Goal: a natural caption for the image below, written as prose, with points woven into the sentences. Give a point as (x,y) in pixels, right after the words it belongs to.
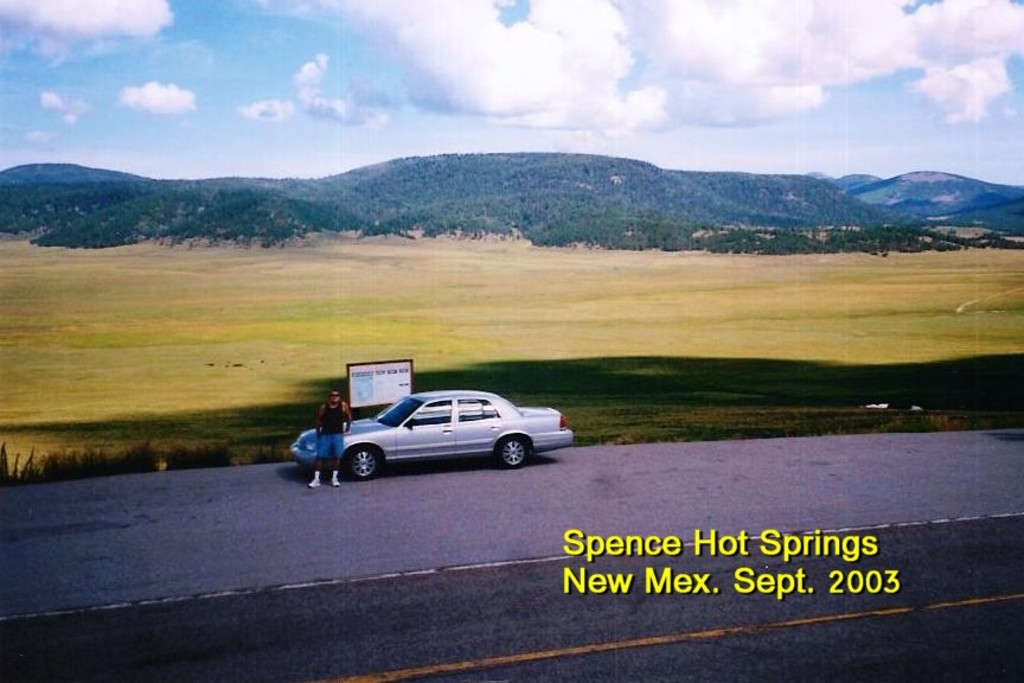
In this picture I can see a car (408,460) and a human (332,418) standing. I can see a board (364,389) with some text (361,375) and few trees (676,235), hills (614,211) and a blue cloudy sky (513,97). I can see text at the bottom right corner of the picture (873,551).
